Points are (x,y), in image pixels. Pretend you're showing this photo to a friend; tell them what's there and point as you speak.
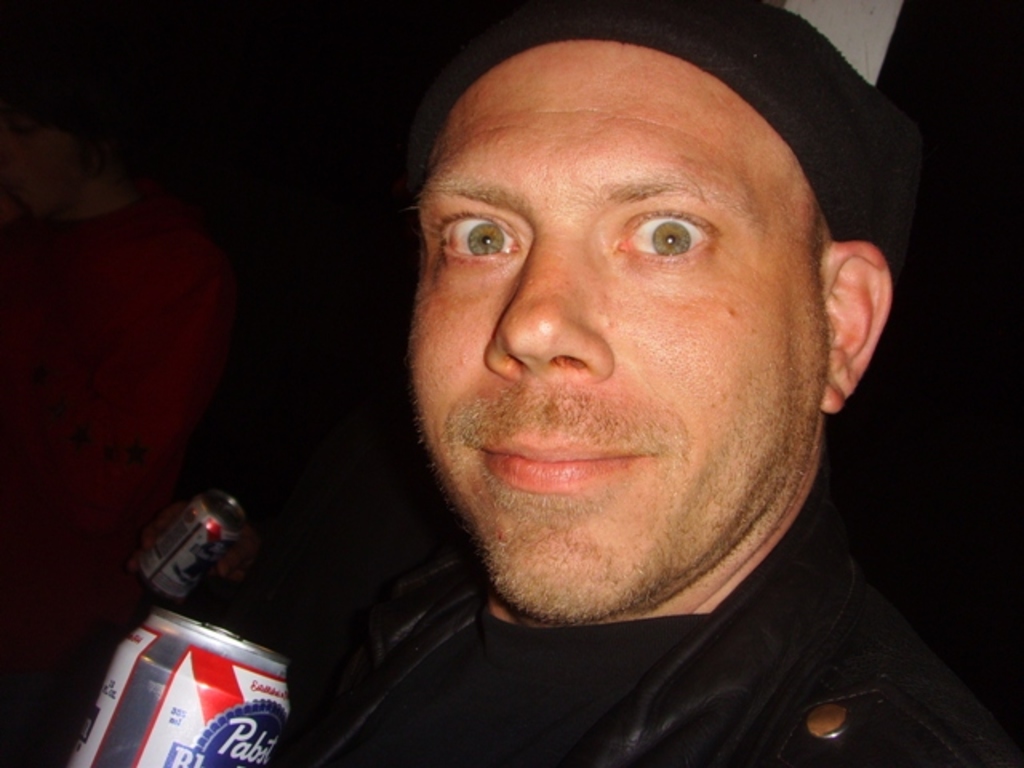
In the picture we can see a man (601,644) with a black jacket (913,766) and holding a cool drink tin (158,724) and beside him we can see another person (129,274) with red dress (170,271) and holding a tin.
